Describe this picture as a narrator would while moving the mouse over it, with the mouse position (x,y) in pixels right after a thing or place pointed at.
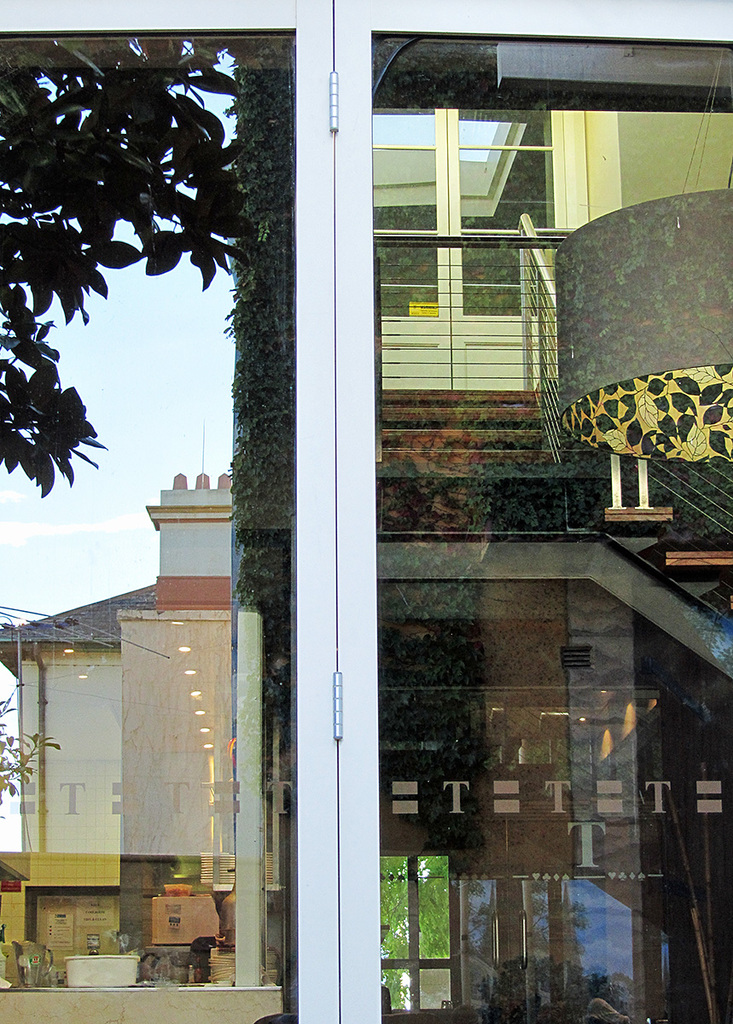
In the image there are two windows (298,358) and on the glass (551,711) of the windows (538,728) the images of buildings (160,521), trees (188,240) and other items (437,428) are being reflected.
